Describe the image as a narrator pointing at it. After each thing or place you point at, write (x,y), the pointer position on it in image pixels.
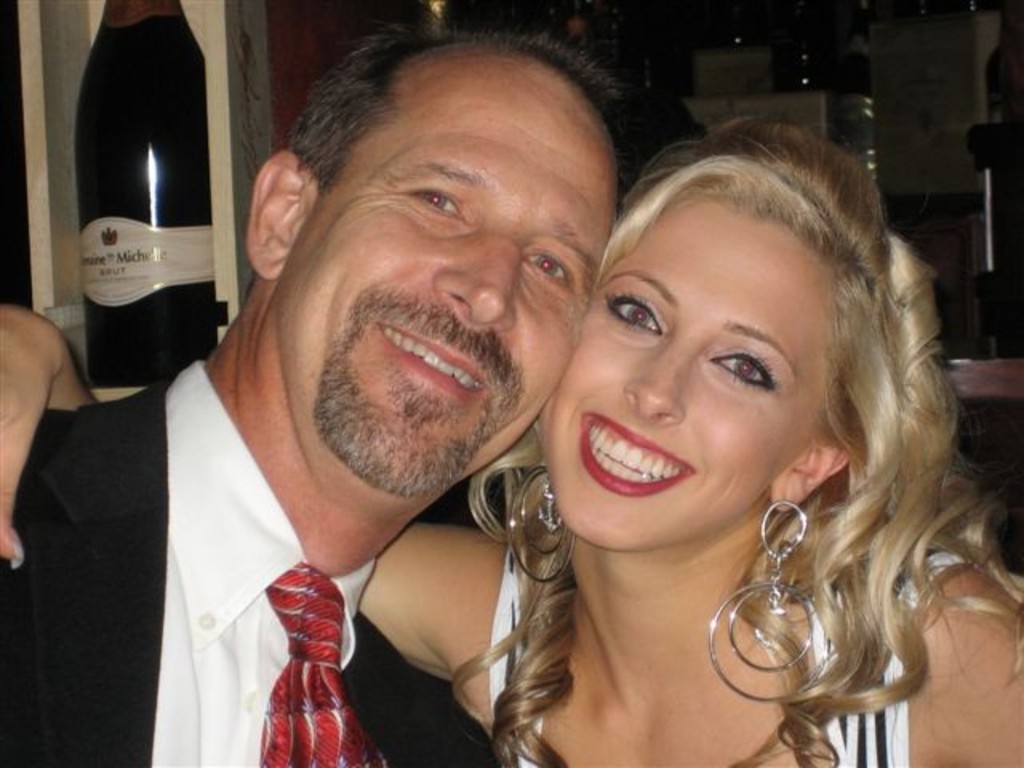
In this image we can see a man (435,416) and a woman (543,663) smiling. In the background (240,38) we can see an alcohol bottle (159,174) placed in the rack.
